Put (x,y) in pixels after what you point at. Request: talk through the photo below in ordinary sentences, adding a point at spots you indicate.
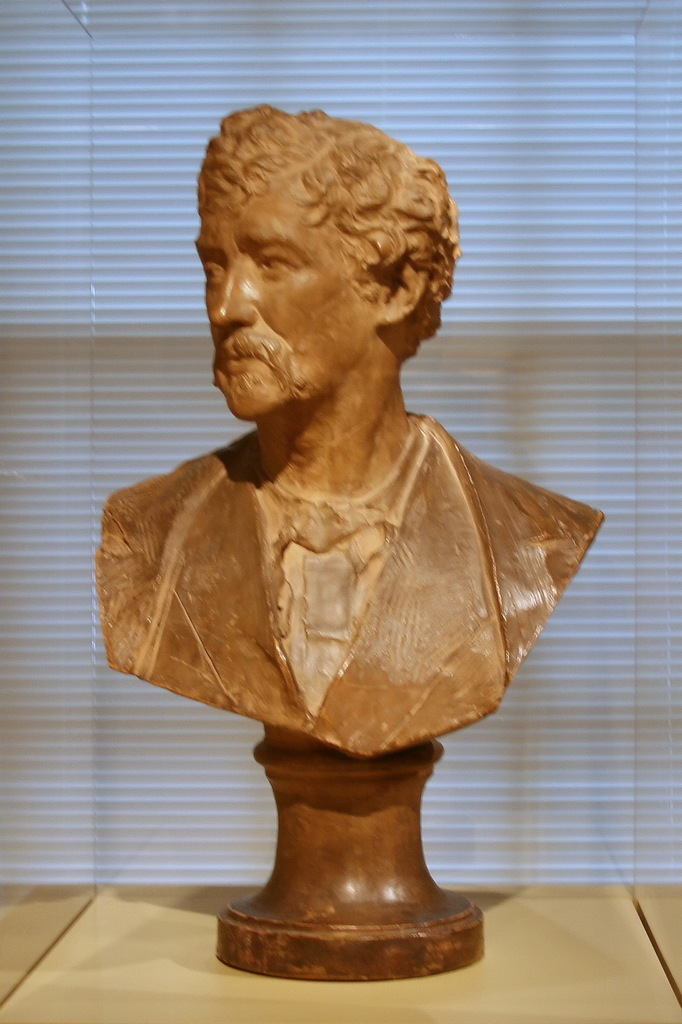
Here we can see a statue (271,339) of a man (358,330) on a stand (316,961) on a platform (278,983) which is placed in a glass box (248,789). In the background (279,84) we can see an object (129,851).
